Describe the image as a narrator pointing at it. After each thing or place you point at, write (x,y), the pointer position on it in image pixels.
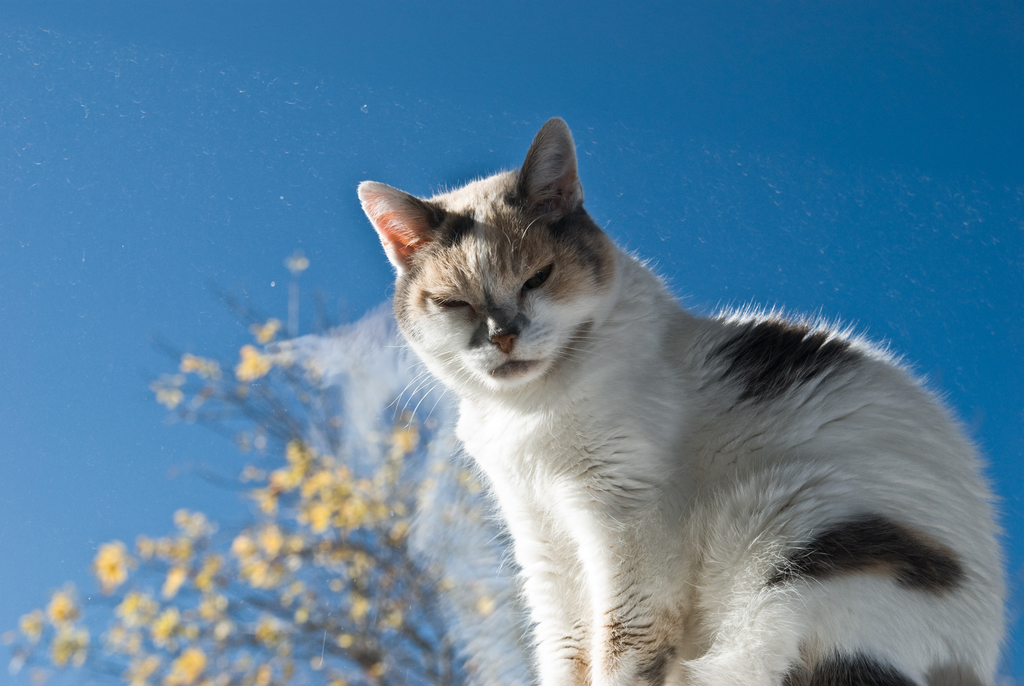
In this image, there is a cat (626,388) on the blue background. There are some flowers (313,481) in the bottom left of the image (203,560).
